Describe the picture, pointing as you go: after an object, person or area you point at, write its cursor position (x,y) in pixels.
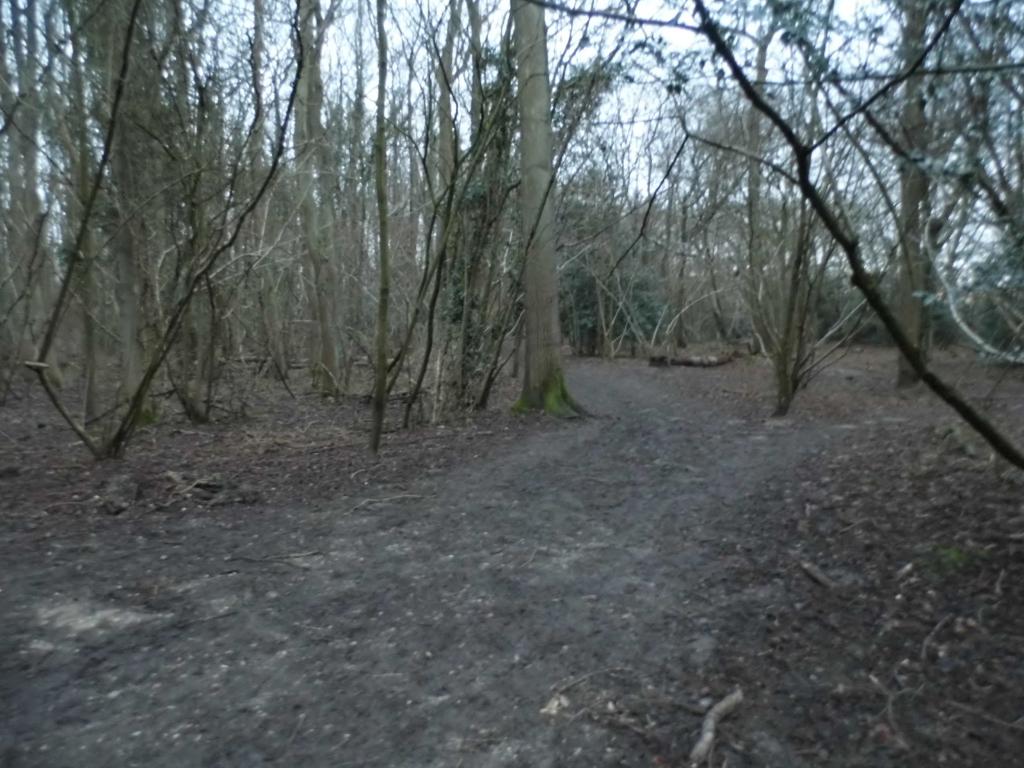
In this picture we can see a path (714,426) and a few trees (672,324) in the background (956,337).
